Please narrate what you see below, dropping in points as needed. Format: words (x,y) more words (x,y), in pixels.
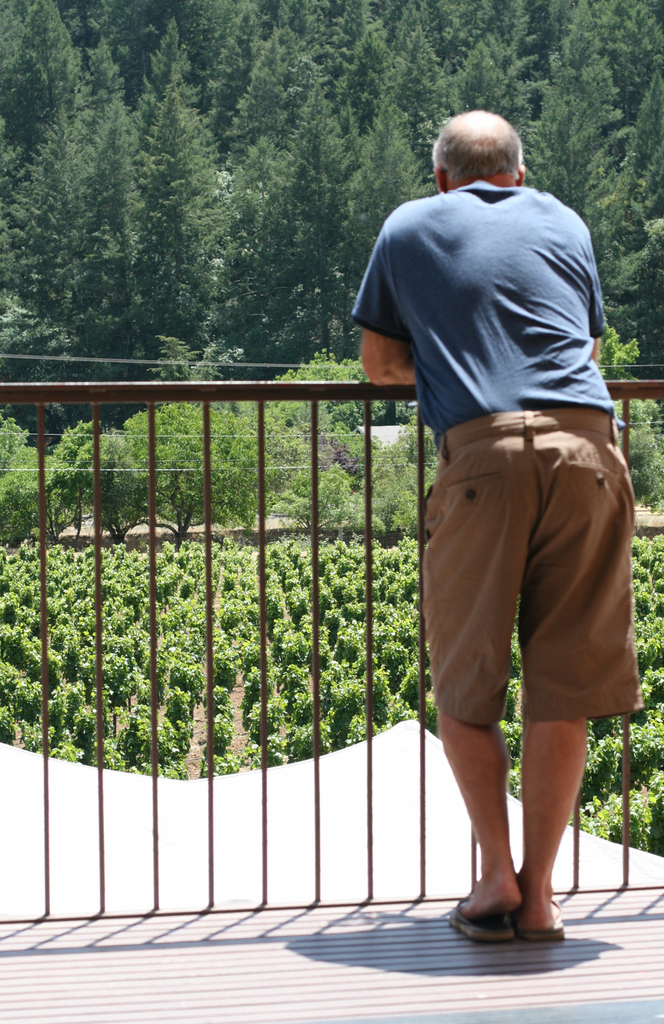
In the foreground of the image (447,511) there is a person (540,607) standing. There is a railing (154,460). In the background of the image (307,214) there are trees (343,281), plants (250,579). At the bottom of the image (299,950) there is floor (249,950).
